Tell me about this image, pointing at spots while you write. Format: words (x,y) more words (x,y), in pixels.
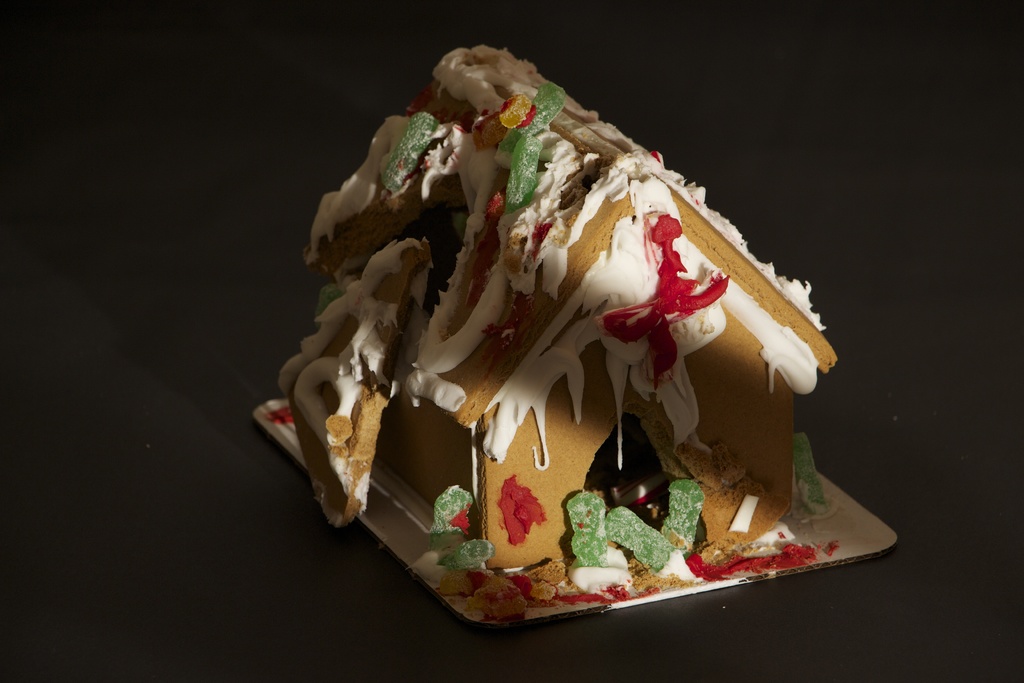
This image consists of a small hut (448,481). It look like a food item (561,289). At the top (540,190), it might be a cream (587,336) along with candies (424,118).
